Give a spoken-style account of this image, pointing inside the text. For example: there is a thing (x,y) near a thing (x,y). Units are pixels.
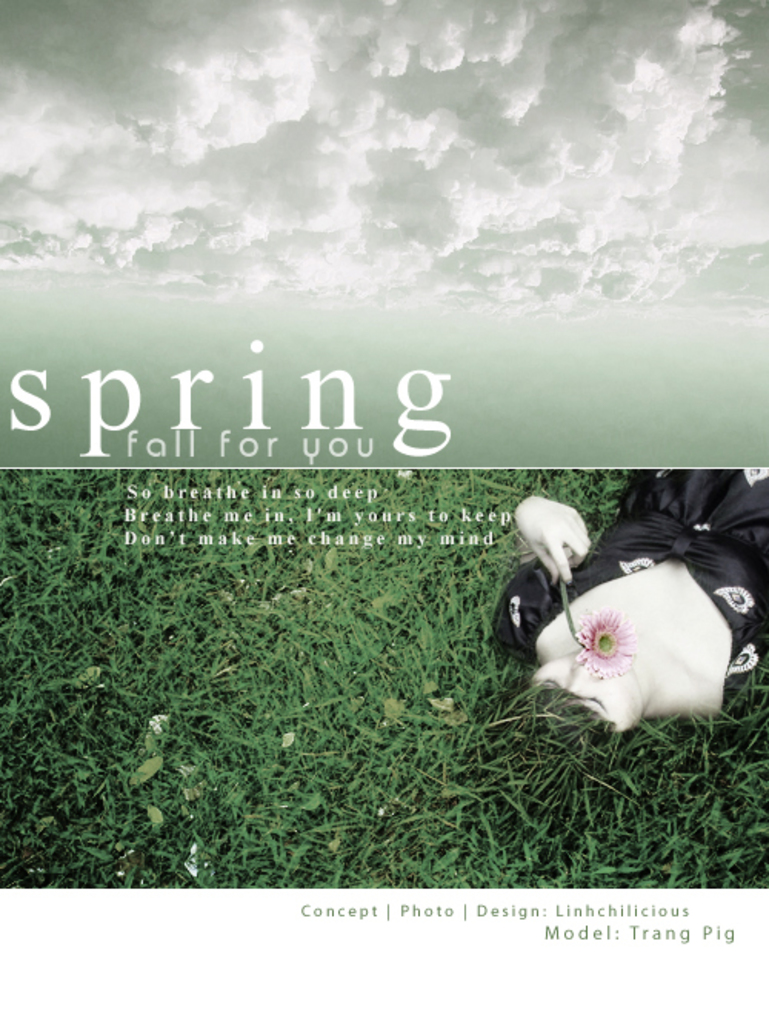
In the image we can see a woman (684,598) wearing clothes (717,563) and she is lying, and holding a flower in hand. This is a grass (255,719), text (262,434) and a cloudy sky (564,147).
